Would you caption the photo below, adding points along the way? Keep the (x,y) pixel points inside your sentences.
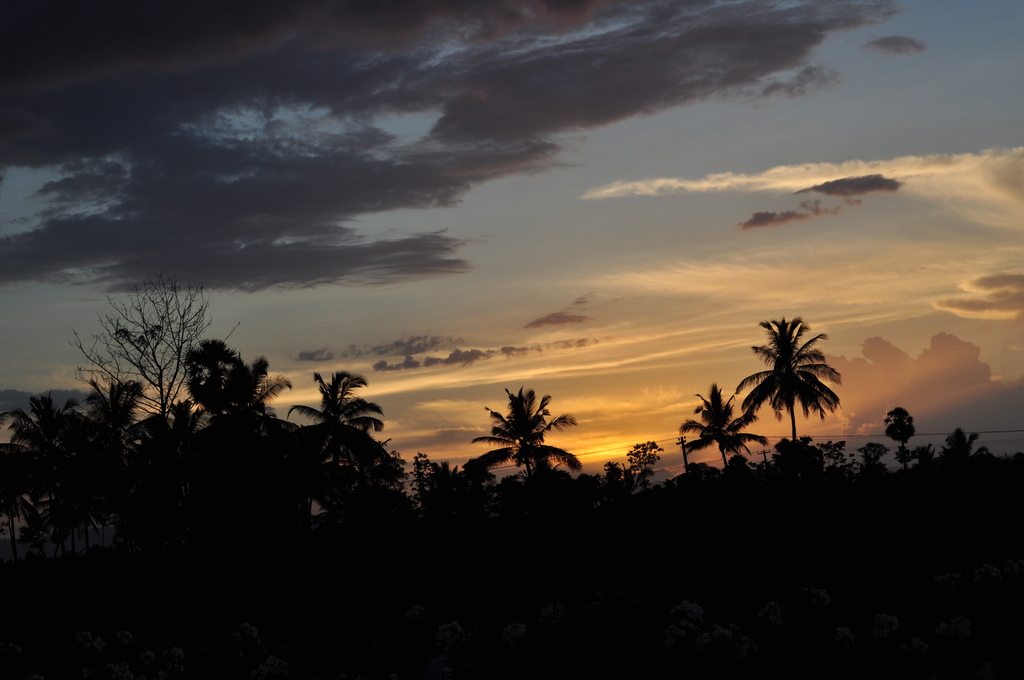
This image is clicked outside. There are trees (36,452) in the middle (530,448). There is sky (363,294) at the top (568,216). There are clouds (698,292) in the sky (519,365).
